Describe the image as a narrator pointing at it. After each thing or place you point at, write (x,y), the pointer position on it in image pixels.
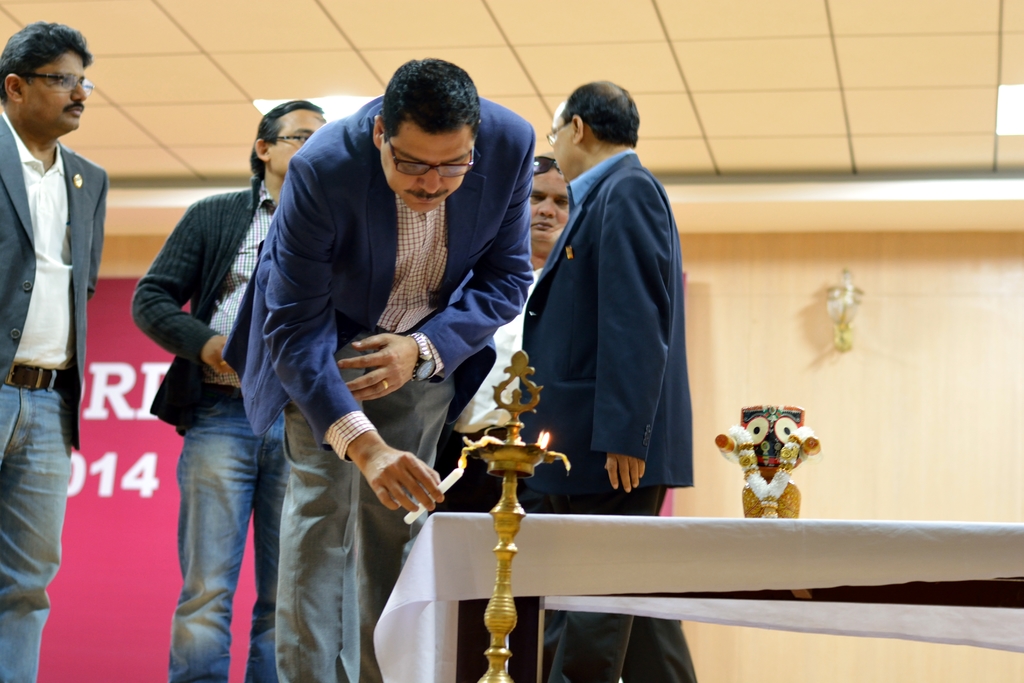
In this image there are a group of people (401,330) standing, and one person (443,289) is holding a candle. And in front of him there is one pole (525,457), and on the right side (1008,555) there is one table (428,602). On the table (420,618) there is one toy (757,449) and in the background (816,405) there is a wall (901,389), board (140,356) and at the top (977,42) there is ceiling (752,101) and some lights (259,106).
